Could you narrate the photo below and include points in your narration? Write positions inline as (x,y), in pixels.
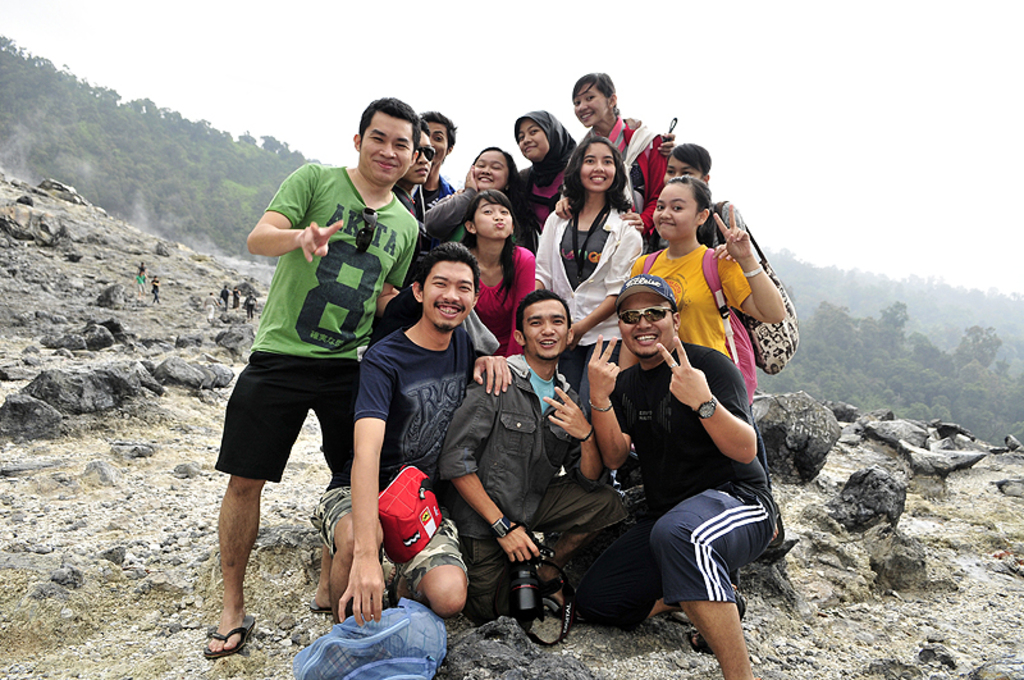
This picture is taken from outside of the city. In this image, we can see a few people (460,597) are in squat position and a group of people (782,306) is standing on the rocks (819,616). In the background (904,312), we can see a group of people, trees (904,312), plants (874,366). At the top (835,106), we can see a sky (866,0), at the bottom (827,632), we can see a cover (415,637) and some stones (1016,668) on the land (659,674).
